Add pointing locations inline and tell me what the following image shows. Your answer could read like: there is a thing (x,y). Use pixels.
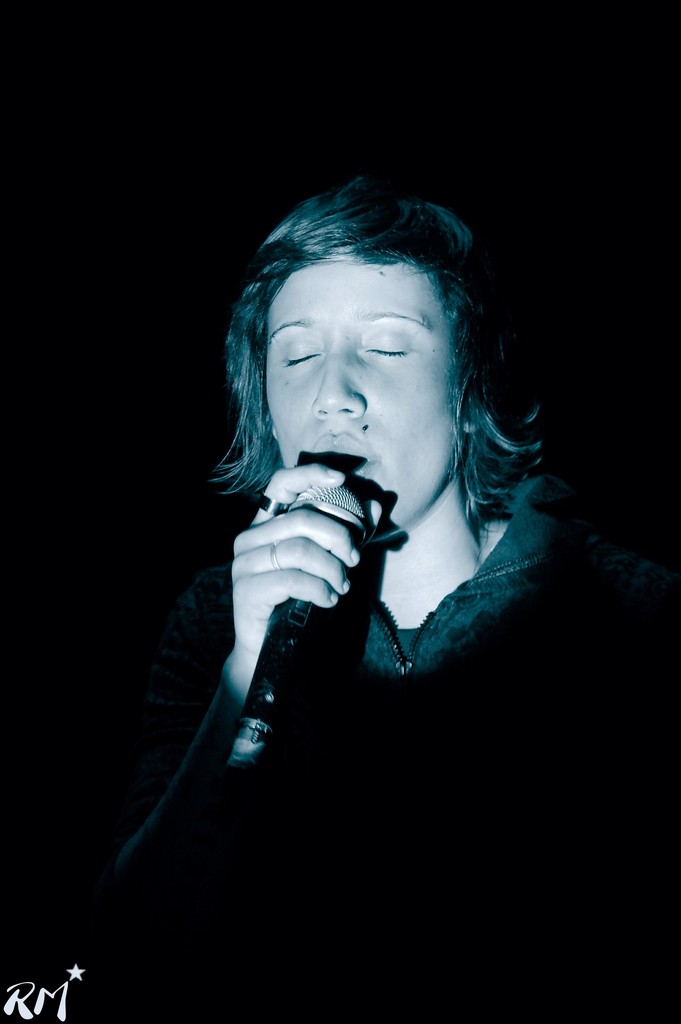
In this image there is a person (395,643) holding mic (277,621) in his hand (345,586). The background (167,470) is dark. At the bottom left side of the image (49,990) there is some text (27,1015).
